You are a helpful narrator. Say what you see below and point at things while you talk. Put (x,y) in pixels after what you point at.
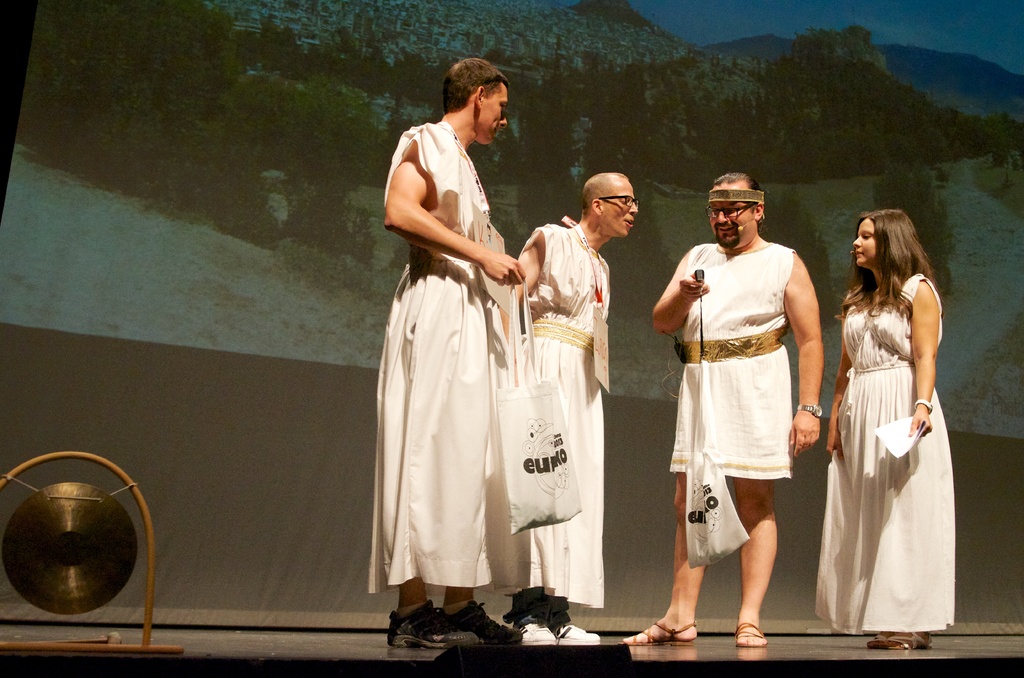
In this image there are persons (708,351) standing on the stage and holding paper (899,446), bags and a device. And at the background (843,80) there is a screen (269,340). Beside the persons (682,513) there is a bell plate (123,517).
